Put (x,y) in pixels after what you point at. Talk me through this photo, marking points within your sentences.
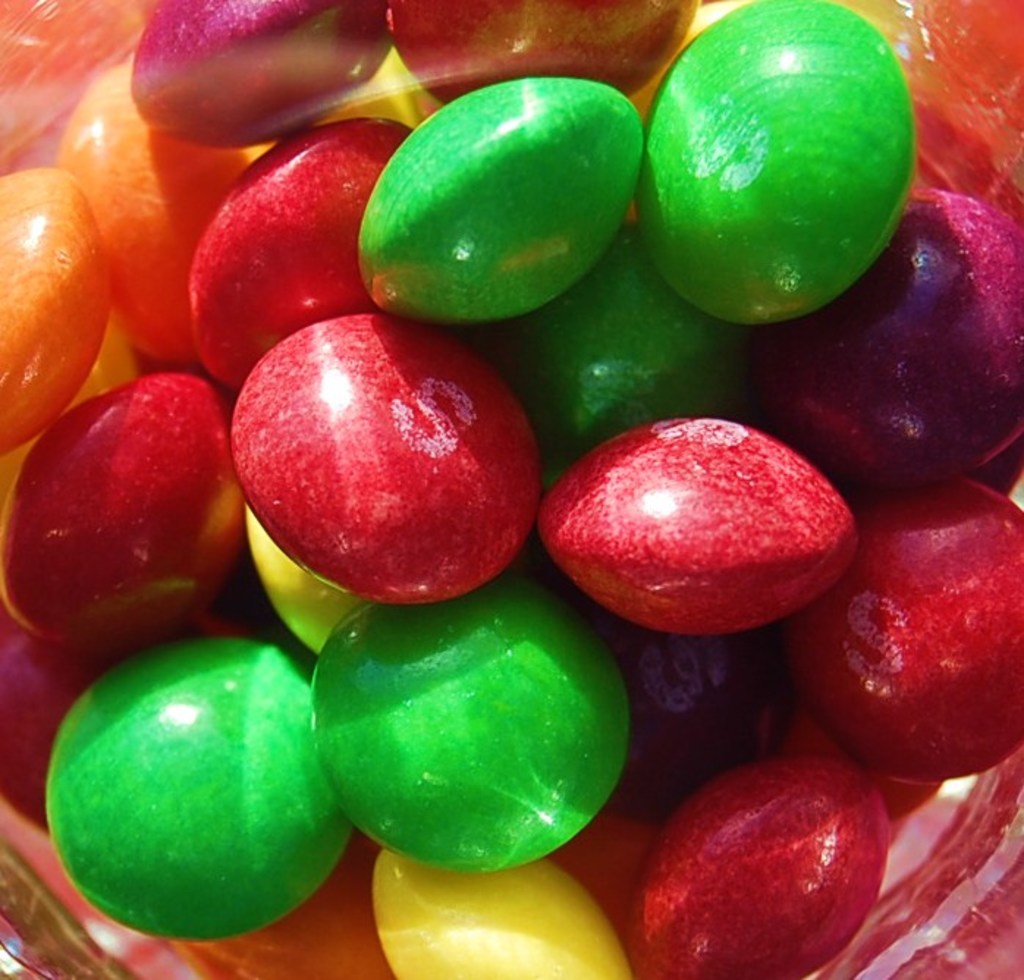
In this picture we can see a few colorful gems (440,605). Letter S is visible on some of the gems (476,810).
